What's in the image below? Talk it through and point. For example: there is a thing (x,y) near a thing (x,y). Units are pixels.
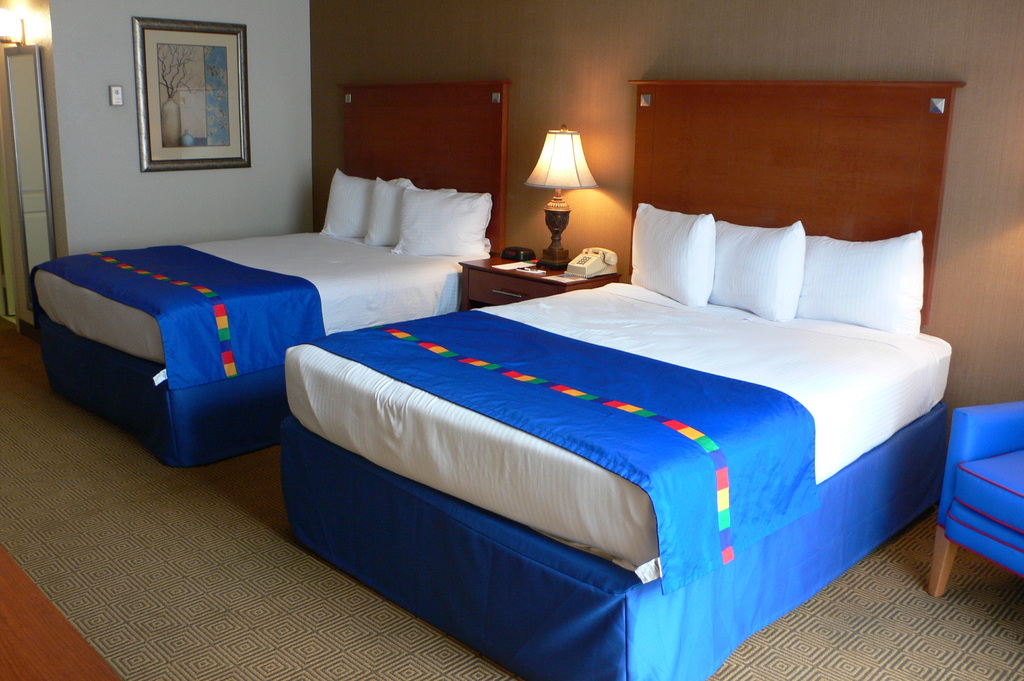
There are two beds (446,402) and a lamp (553,250) in between them in a room (424,292).
